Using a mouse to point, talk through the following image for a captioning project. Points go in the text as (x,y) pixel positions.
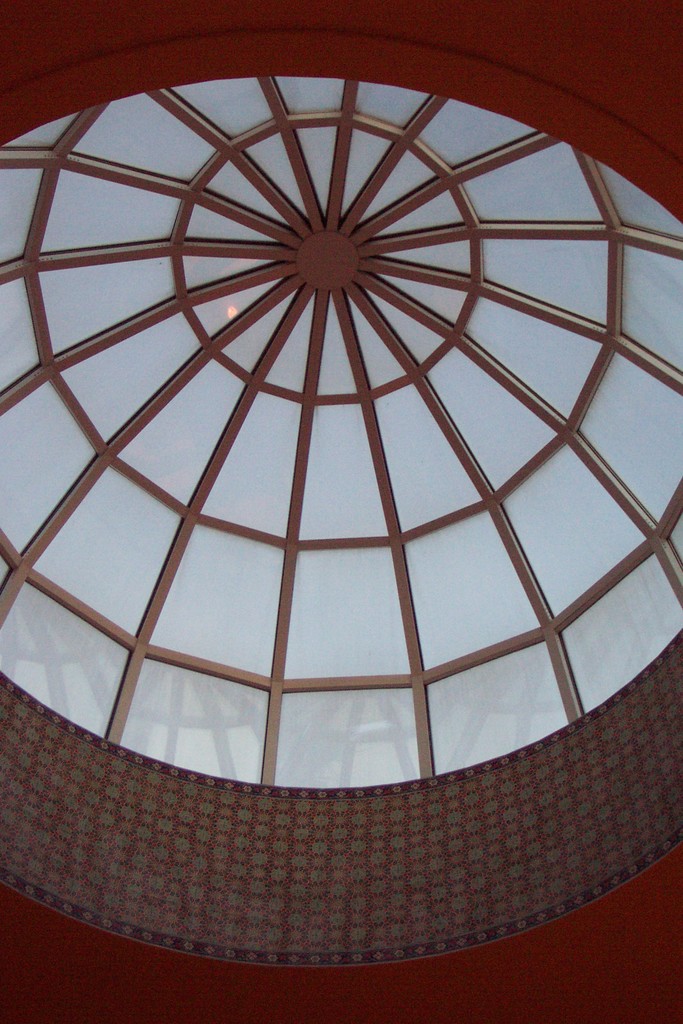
In this image we can see ceiling (358,761) of a building (389,729) with glass panes (371,593).
